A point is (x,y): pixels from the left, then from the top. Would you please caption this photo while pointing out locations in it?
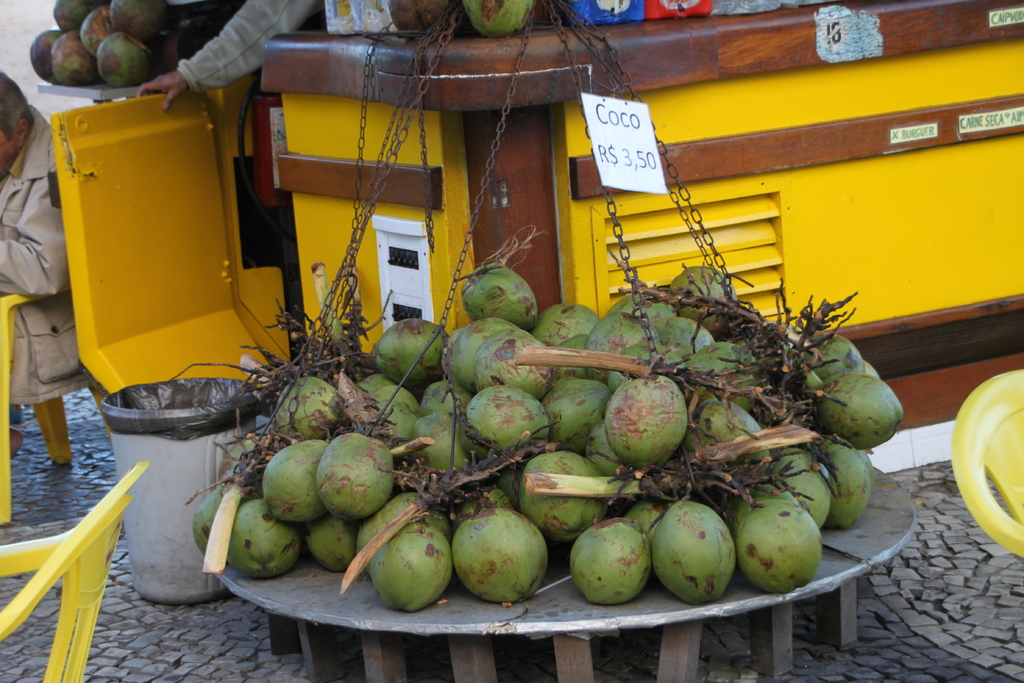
In this image there are coconuts (614,557) and there are persons (255,65), there are empty chairs (9,549) and there is a dustbin (248,429) and there are objects (671,13) in the center (394,288).
